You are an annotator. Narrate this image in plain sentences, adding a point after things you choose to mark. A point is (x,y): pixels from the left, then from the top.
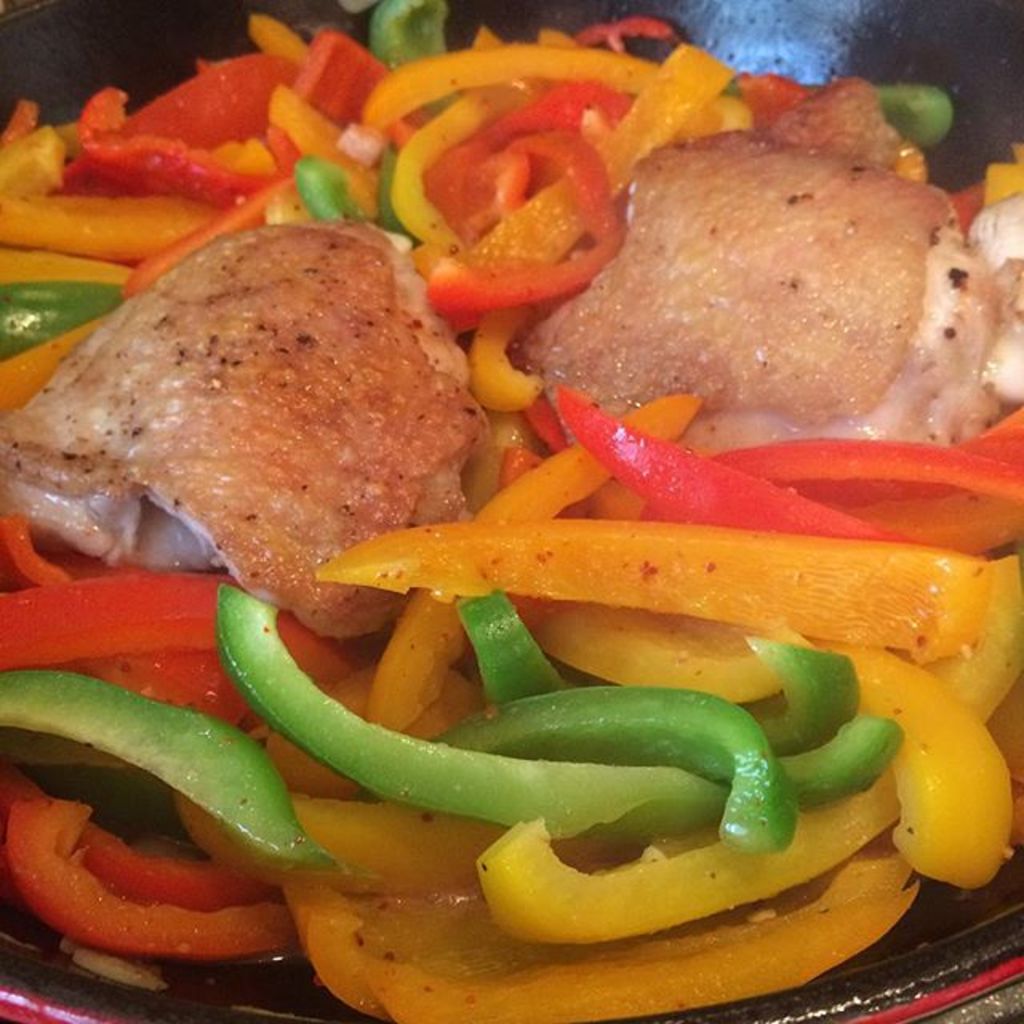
This image consists of food (471,445) which is in the center (498,465).
